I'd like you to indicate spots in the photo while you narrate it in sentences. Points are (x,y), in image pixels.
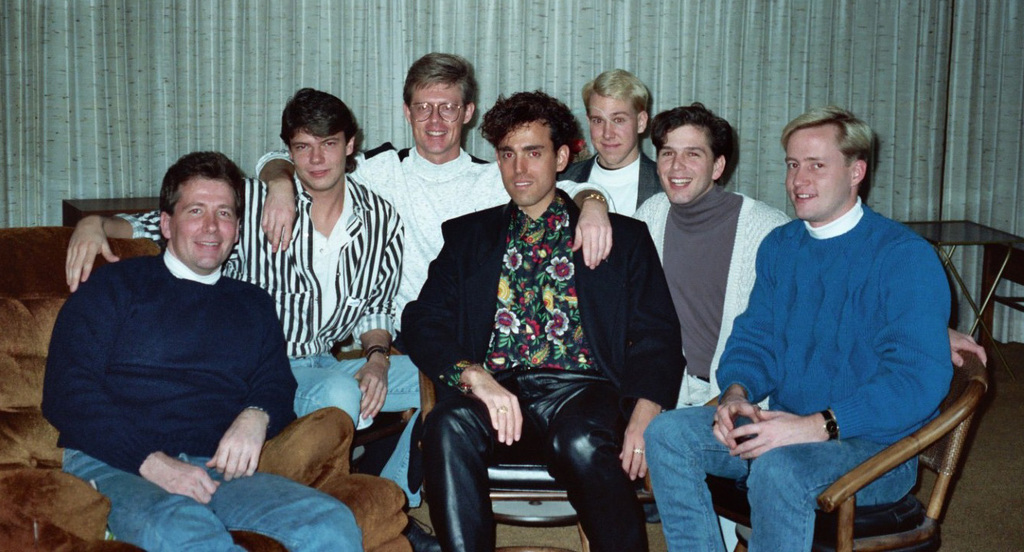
In this image I see 7 men (59,350) and all of them are sitting and all of them are smiling. In the background (243,115) I see the curtain (826,46).
